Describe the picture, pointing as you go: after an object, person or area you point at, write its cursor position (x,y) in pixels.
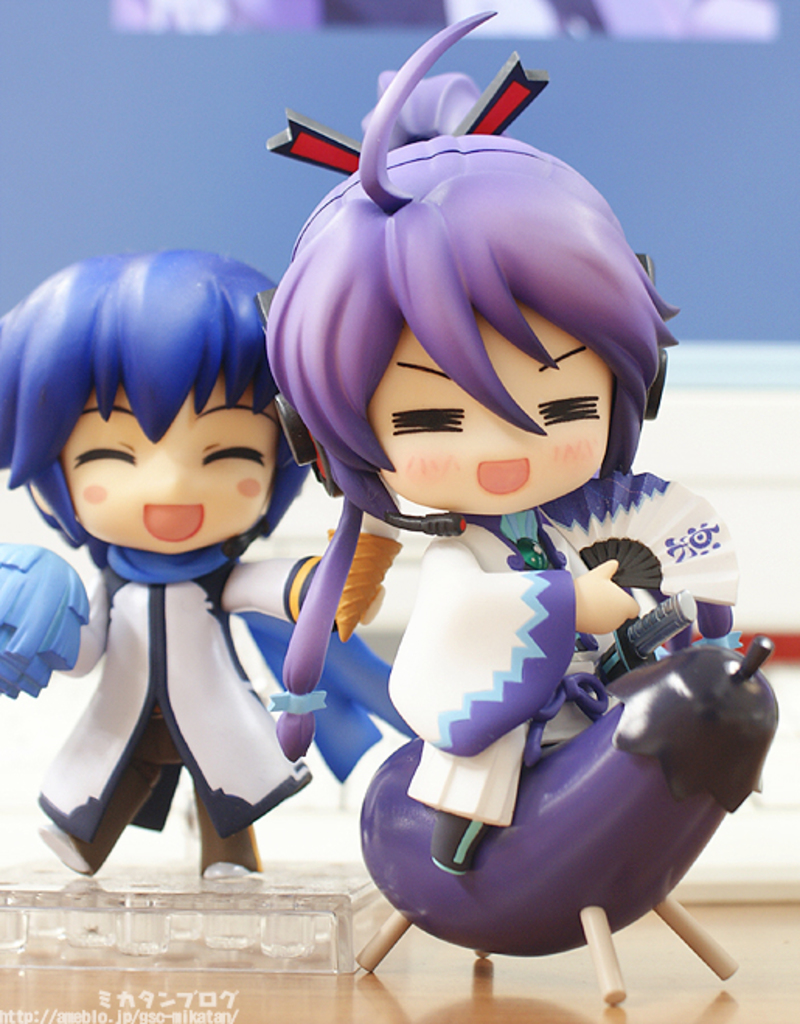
In this picture I can see there are two dolls (428,676), they are wearing white and purple color clothes (472,795) and in the backdrop (157,146) I can see there is a blue color wall (157,146).
